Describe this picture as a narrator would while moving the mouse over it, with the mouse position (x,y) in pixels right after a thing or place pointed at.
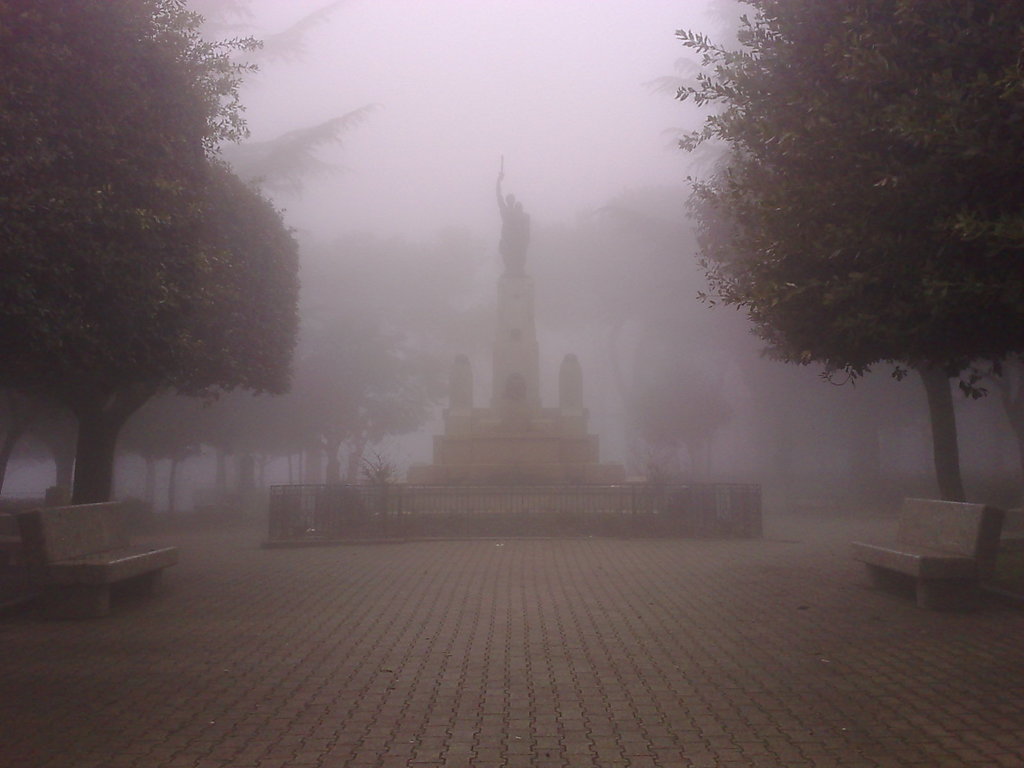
This is an outside view. In this image I can see the fog (615,186). On the right (914,231) and left side of the image (101,292) there are trees (285,374) and benches (72,566) on the ground (227,709). In the background (517,253) there is a statue (517,253) on a pillar (524,377) and also I can see few trees (373,360). Around this pillar (505,465) there is a railing (410,522).
